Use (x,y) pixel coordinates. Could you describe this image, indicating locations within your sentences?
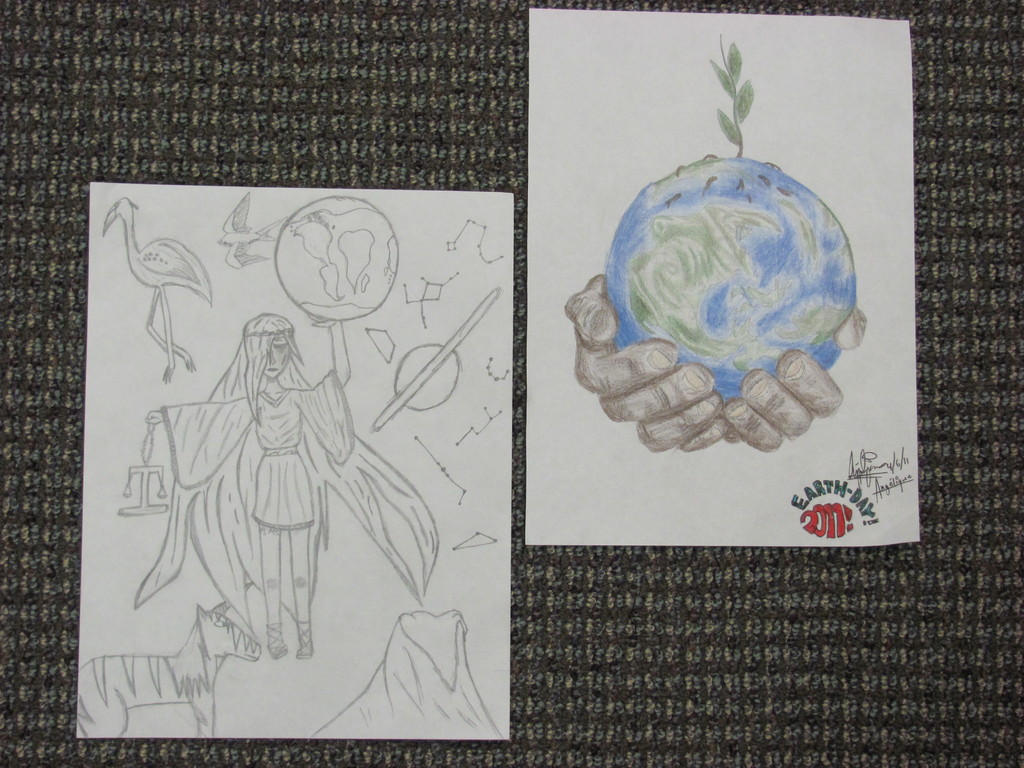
In this picture we can see two paper (456,432), on the left side paper (340,549) we can see sketch (293,571) of a person (272,507), a bird (167,308), an animal (170,666) and other things (381,344), on the right side paper (567,305) we can see sketch (762,279) of a plant (738,117) and human hands (697,399), there is some text (836,486) at the right bottom (804,522).
